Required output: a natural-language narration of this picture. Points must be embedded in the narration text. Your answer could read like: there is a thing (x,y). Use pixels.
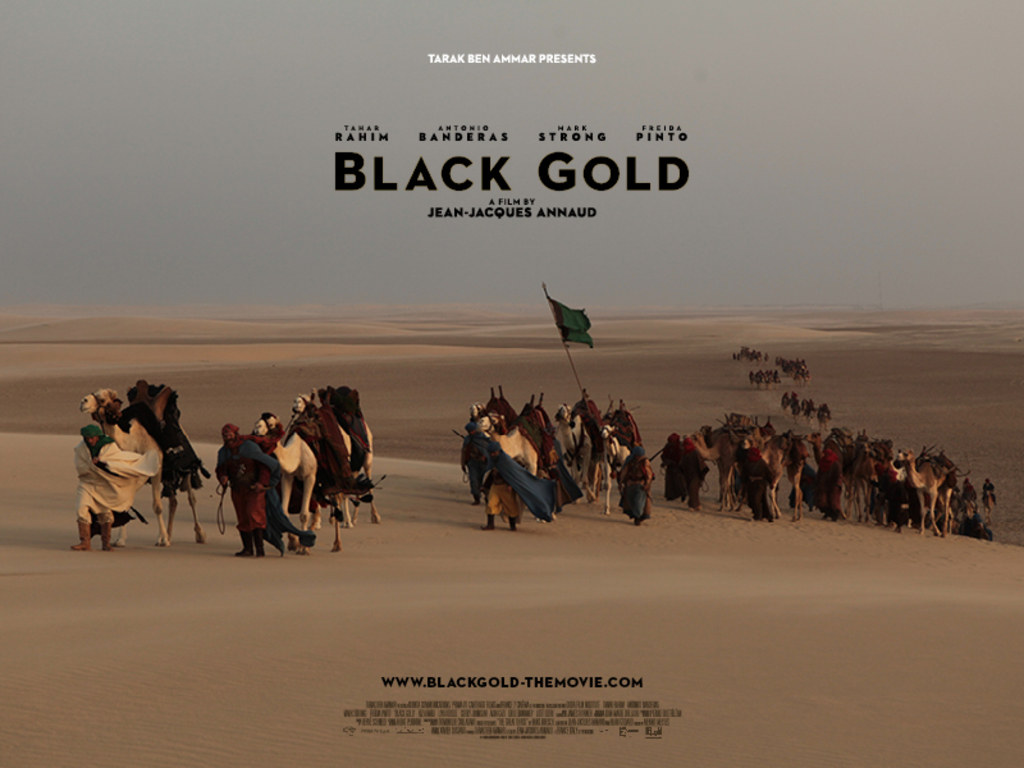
The image is clicked in a desert (449,413). In the center of the picture (602,446) we can see people (118,472) and camels (909,469). In the foreground (419,600) there is sand (52,614). In the background (727,369) there are people (774,374), camels (795,370) and sand (421,317). At the top (345,171) we can see text (434,136) and the sky (124,95). At the bottom (486,705) there is text (481,714).
